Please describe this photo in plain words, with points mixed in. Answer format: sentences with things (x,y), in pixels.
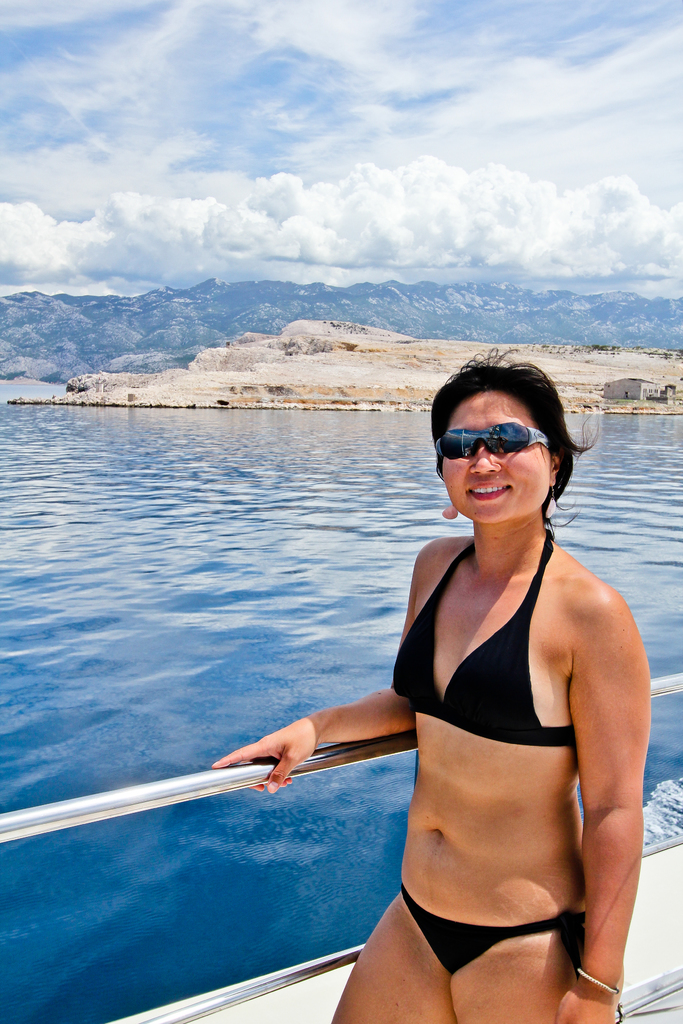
In this image we can see there is a girl (483,587) standing. And there is a steel rod (163,794). In the back (207,928) there is water (288,468), Mountain (236,310), and a cloudy sky (233,161).
